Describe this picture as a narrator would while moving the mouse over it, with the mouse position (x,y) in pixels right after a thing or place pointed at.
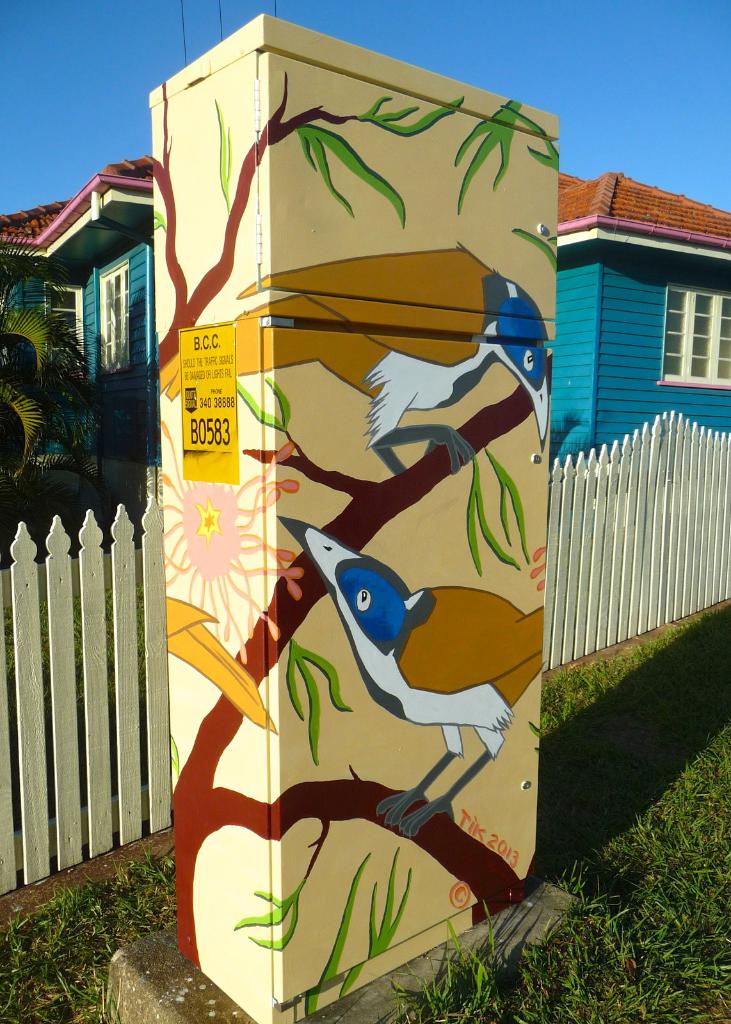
In this picture we can see a cabinet (273,442) in the front (260,446), there is some text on the cabinet (243,454), at the bottom (582,981) there is grass (582,981), we can see a house (633,371) and plants (23,331) in the middle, there is the sky (91,60) at the top of the picture (91,60).
